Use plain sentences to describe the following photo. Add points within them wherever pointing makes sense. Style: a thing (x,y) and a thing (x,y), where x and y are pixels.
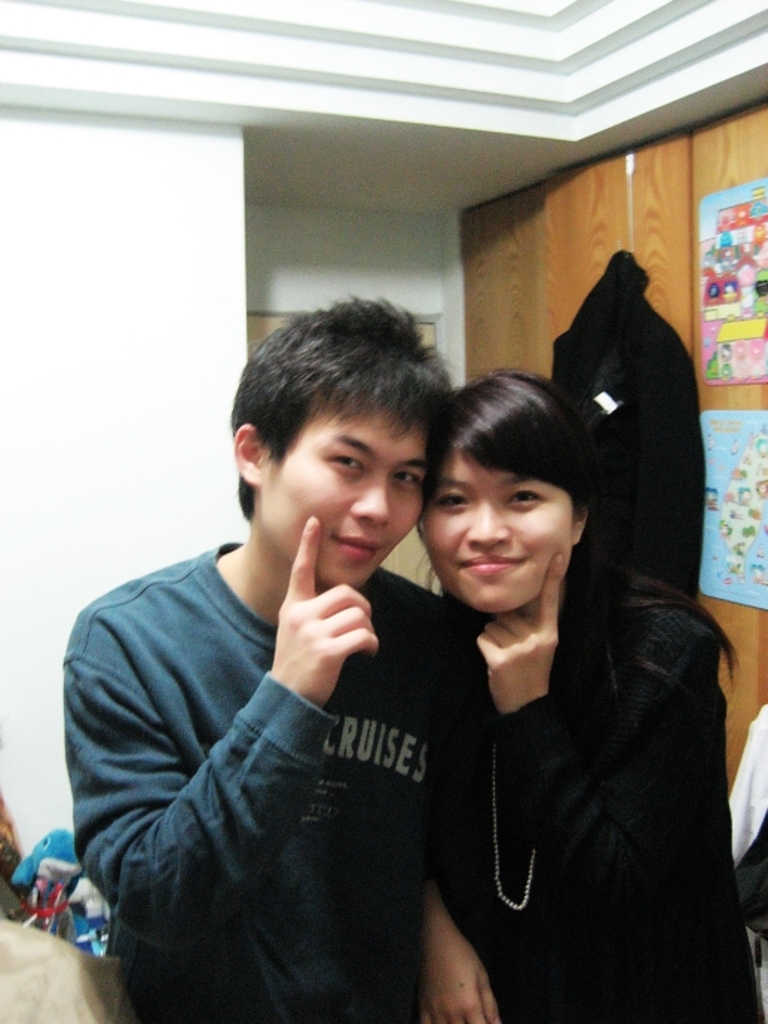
In this image there are two persons (321,662) standing and smiling, and there are papers (739,299) stick to the cupboard (707,170), toys (66,879), and there are some objects (67,986) and a wall (176,433).
